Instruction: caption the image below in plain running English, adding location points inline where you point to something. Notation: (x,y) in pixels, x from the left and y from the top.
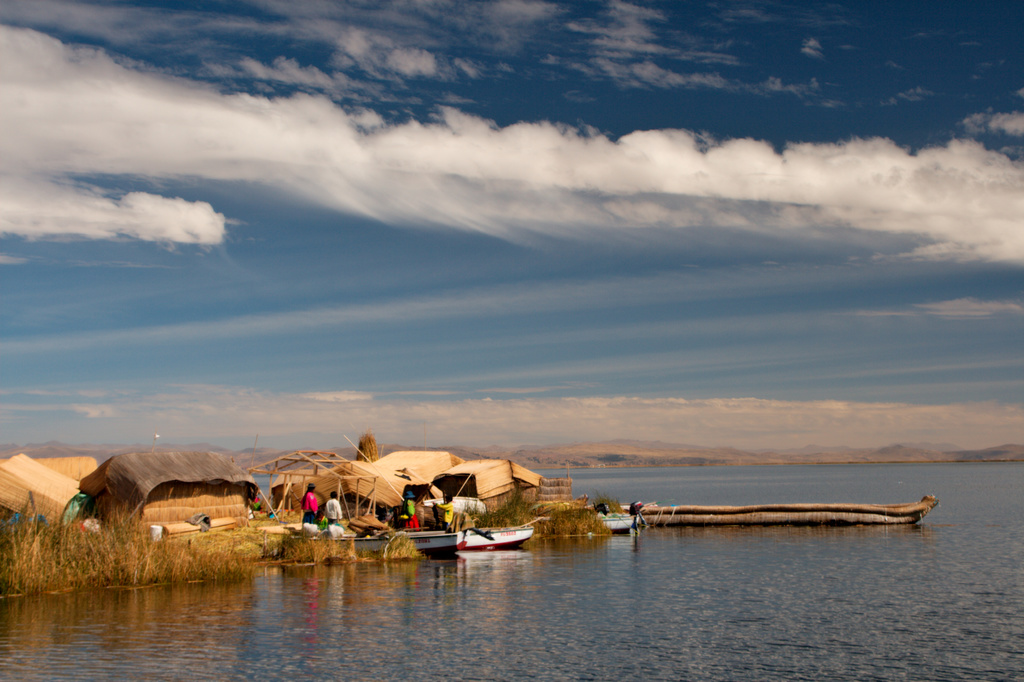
In the center of the image (368,451) we can see the huts (494,473), boats (431,540), plants (138,556) and some persons (453,518). In the middle of the image (529,452) we can see the mountains (690,449). At the bottom of the image (687,591) we can see the water (667,587). At the top of the image (628,204) we can see the clouds (630,171) are present in the sky (345,380).
